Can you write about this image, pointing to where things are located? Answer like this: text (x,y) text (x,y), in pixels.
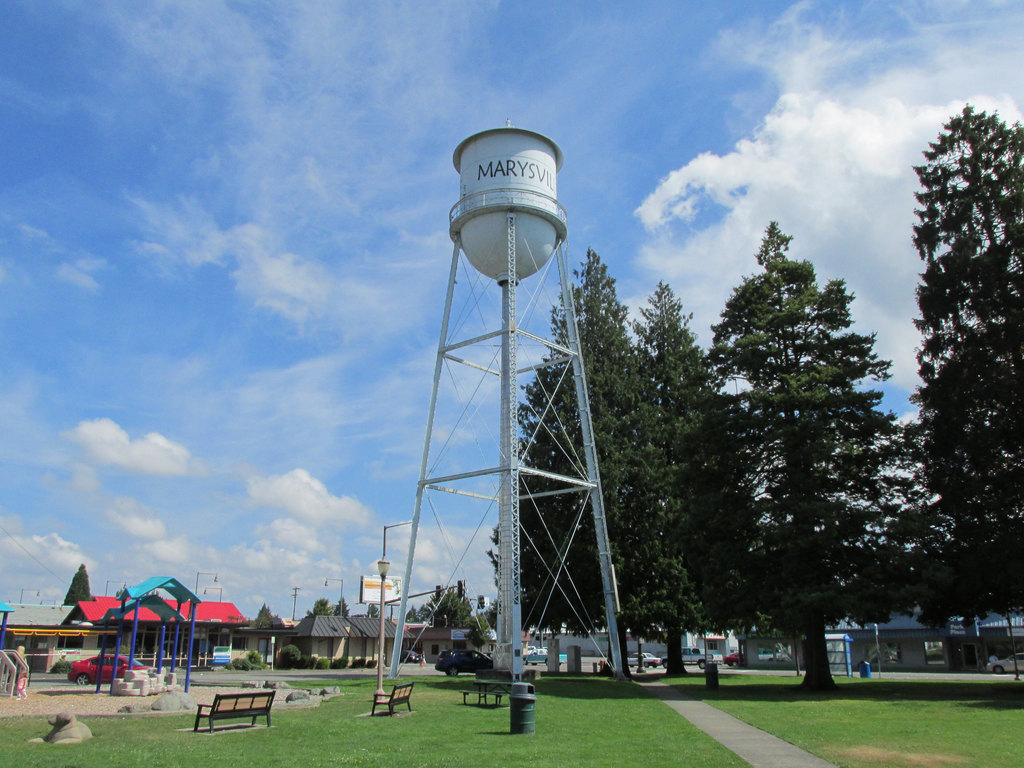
In this image we can see a water tower (528,229), there are many trees (862,376), there is grass (438,720), there are benches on the ground (431,731), on the left (306,632) there are buildings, there are poles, there are cars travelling on the road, the sky (364,291) is cloudy.
